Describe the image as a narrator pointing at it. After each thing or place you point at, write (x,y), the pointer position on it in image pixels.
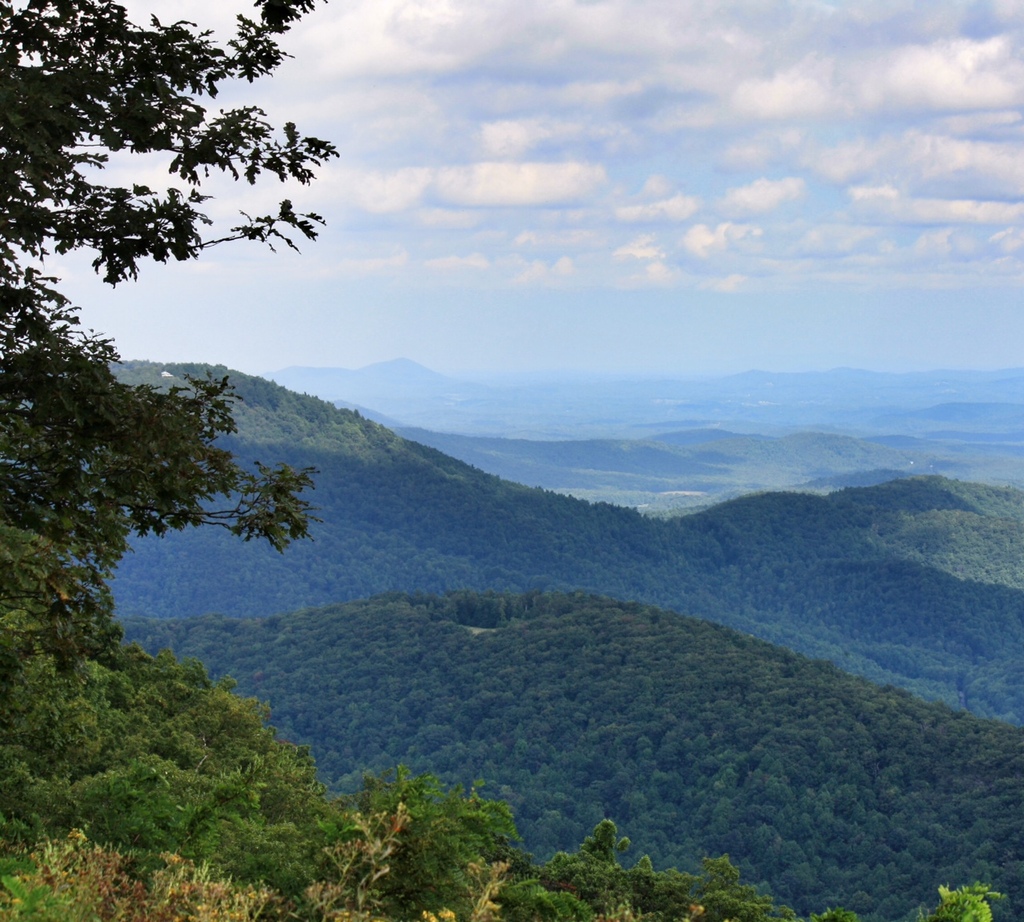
In this image I can see many trees (602,757). In the background (615,610) I can see the mountains (592,449), clouds (504,169) and the sky (593,293).
